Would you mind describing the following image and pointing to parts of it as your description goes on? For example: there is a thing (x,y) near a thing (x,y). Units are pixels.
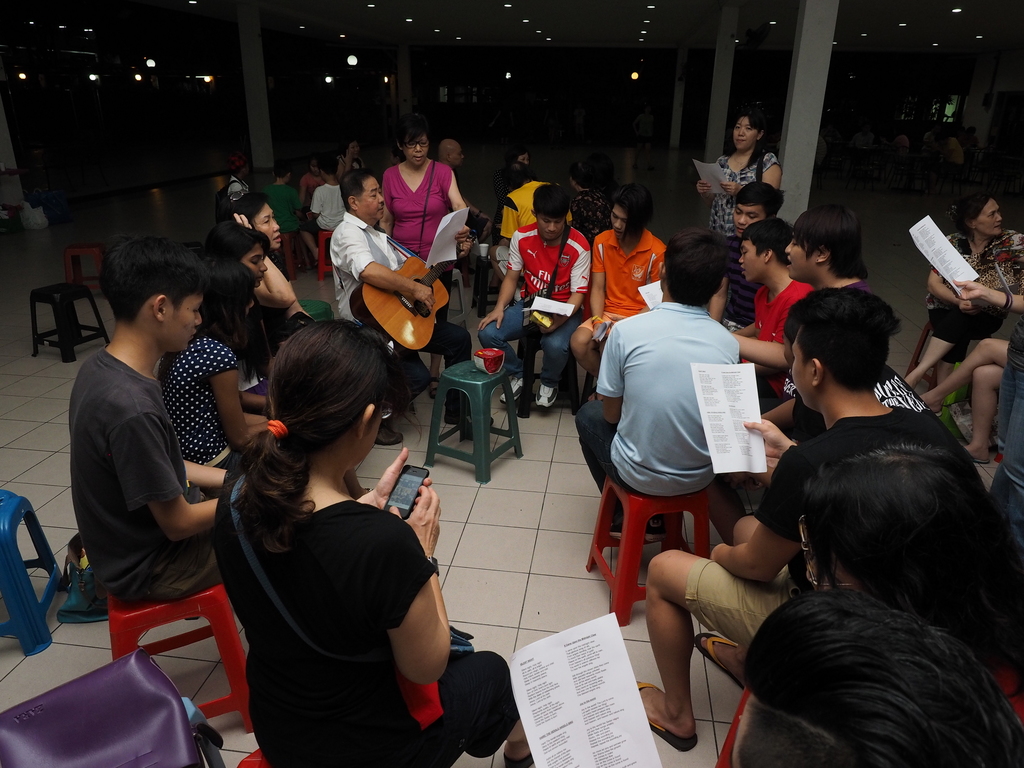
In this picture we can see a group of people (638,422) where some are sitting on stool (215,706) and some are standing and some are holding mobiles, guitars (368,303), papers (699,368) in their hands (405,457) and in background (257,121) we can see pillar (251,99), lights (383,79) and it is dark.
